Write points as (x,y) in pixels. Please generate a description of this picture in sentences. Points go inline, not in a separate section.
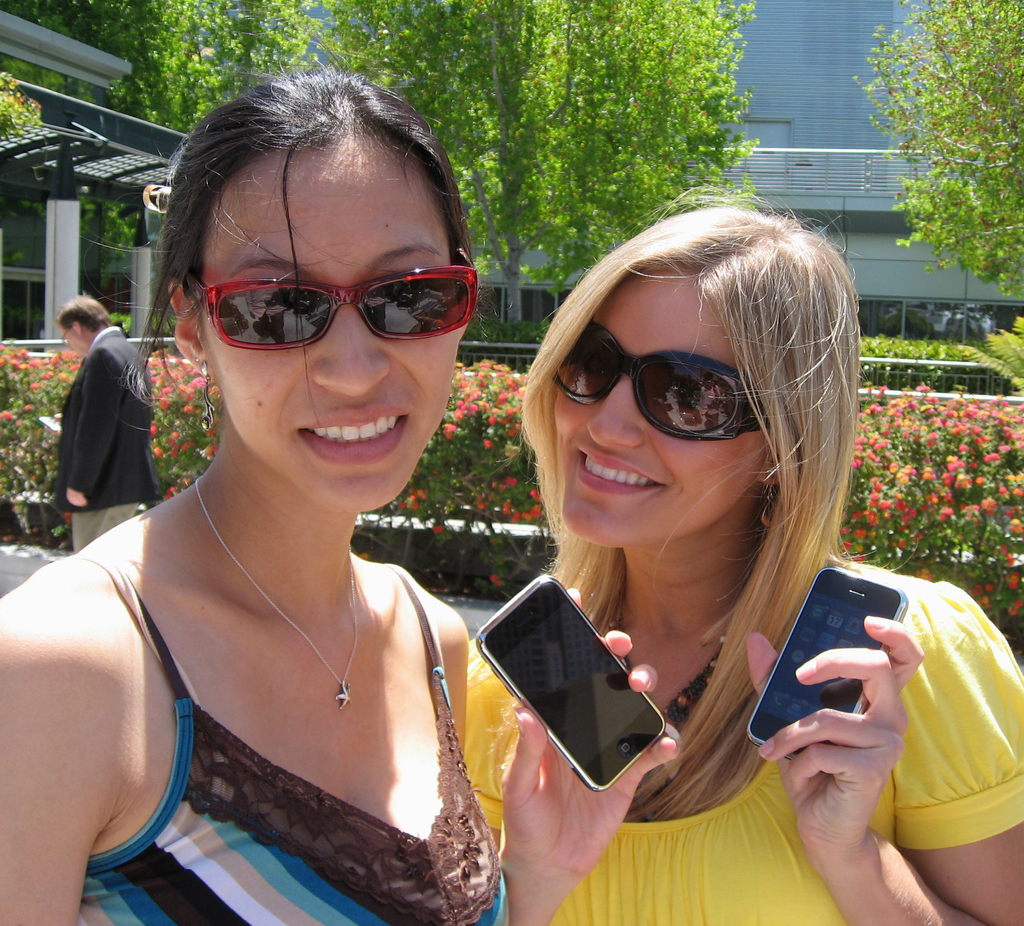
In this pictures there are two ladies (403,354) in the center of the image (539,372), by holding their phones (506,609) and there is a man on the left side of the image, there is greenery (48,24) and a building (16,270) in the background area of the image (542,106).
